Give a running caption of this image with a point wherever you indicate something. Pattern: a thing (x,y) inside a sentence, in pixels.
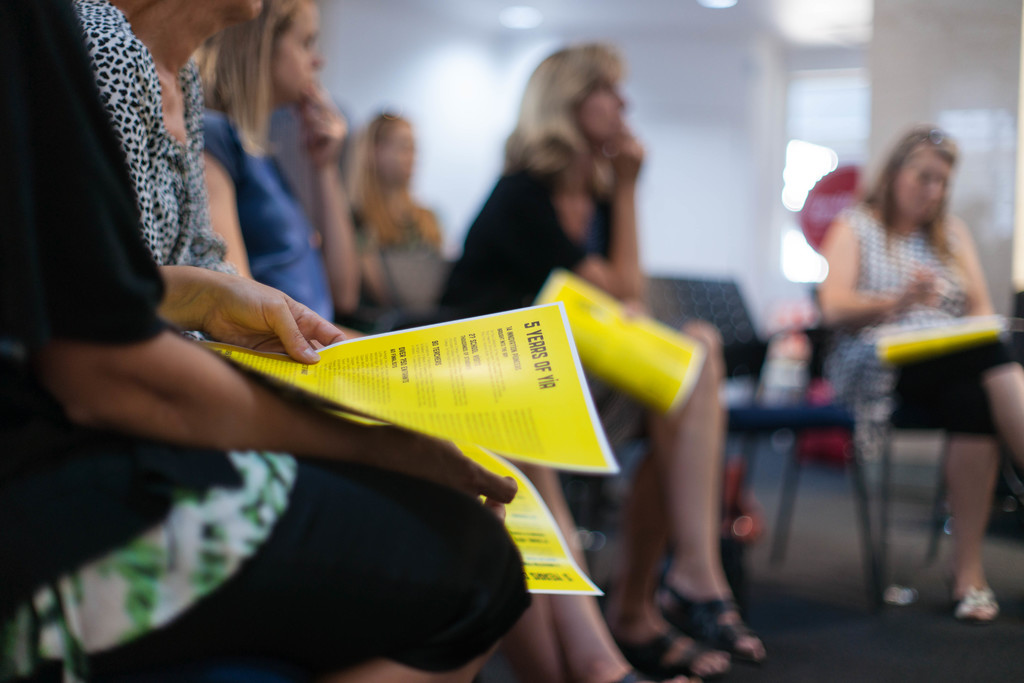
In this picture I can see there are few women (375,260) sitting in the chairs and there are few empty chairs (761,351) and in the backdrop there is a wall (794,285).
